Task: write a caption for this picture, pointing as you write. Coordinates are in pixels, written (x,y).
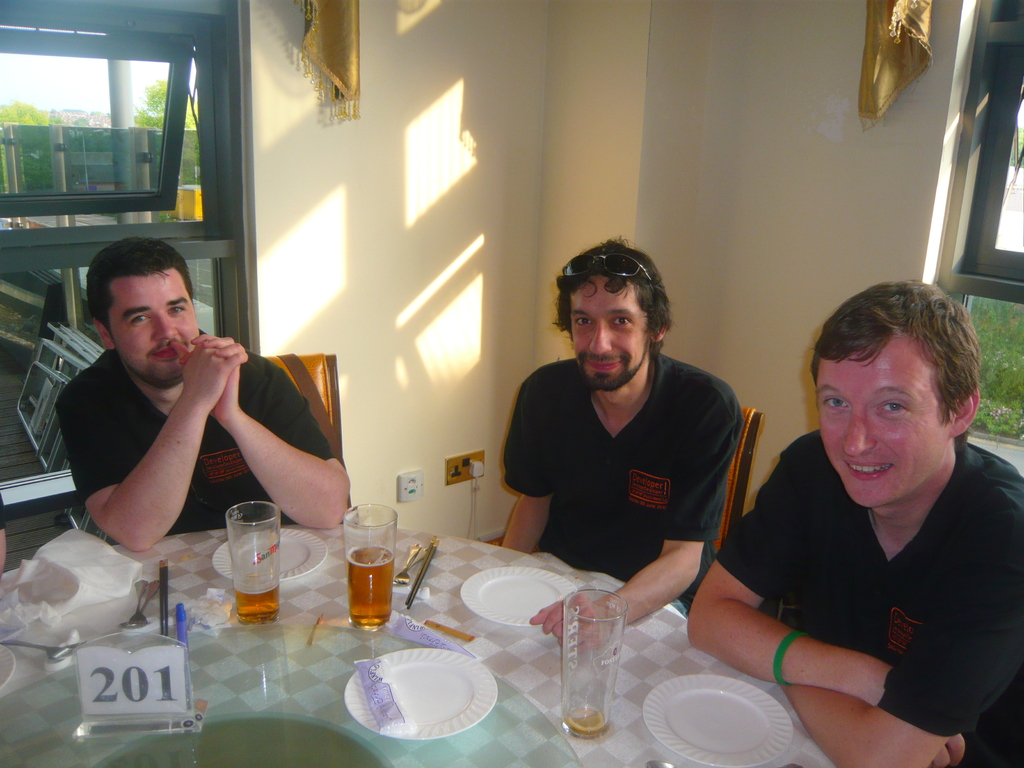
In this picture three men (580,360) sitting on the chair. There is a glass (242,570), plate (402,698) and a tissue (88,578) on the table (255,701). There is a cloth (318,62). At the background (158,125) there are some trees (149,98).
